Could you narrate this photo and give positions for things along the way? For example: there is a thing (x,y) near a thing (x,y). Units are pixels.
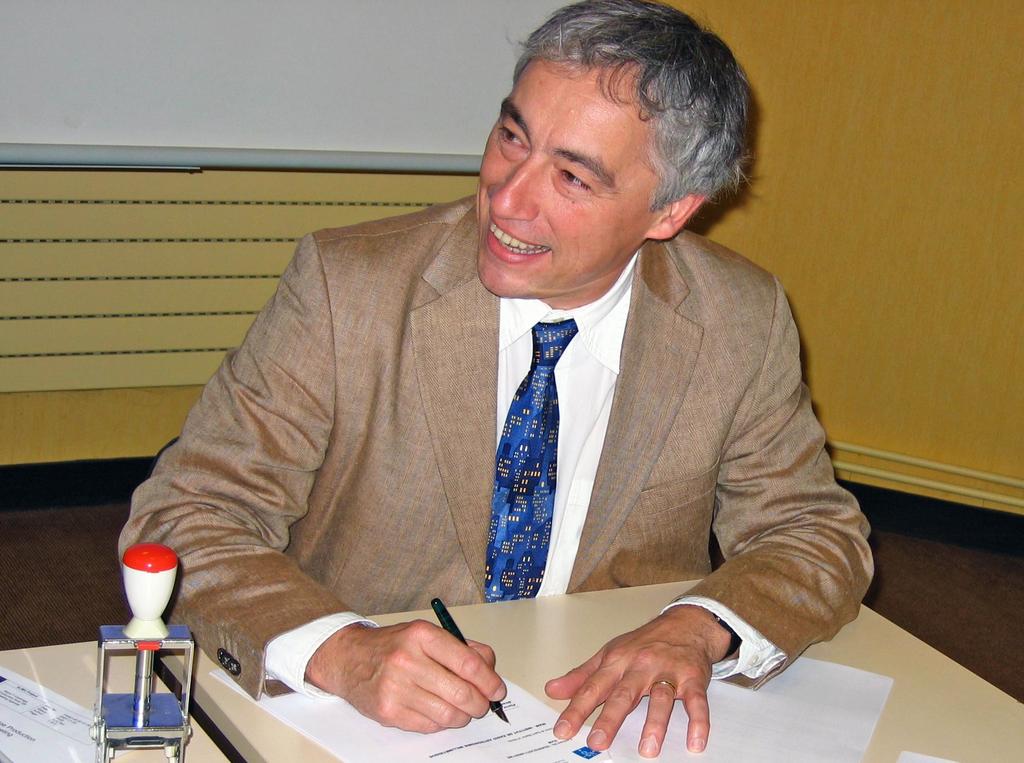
In this image we can see a person (400,469) wearing coat (658,420) and blue tie (556,403) is sitting in front of a table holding a pen (450,638) in his hand (481,681). On the table (277,758) we can see group of papers (590,754) and a stamp (118,704). In the background (302,214), we can see the wall (829,242).
